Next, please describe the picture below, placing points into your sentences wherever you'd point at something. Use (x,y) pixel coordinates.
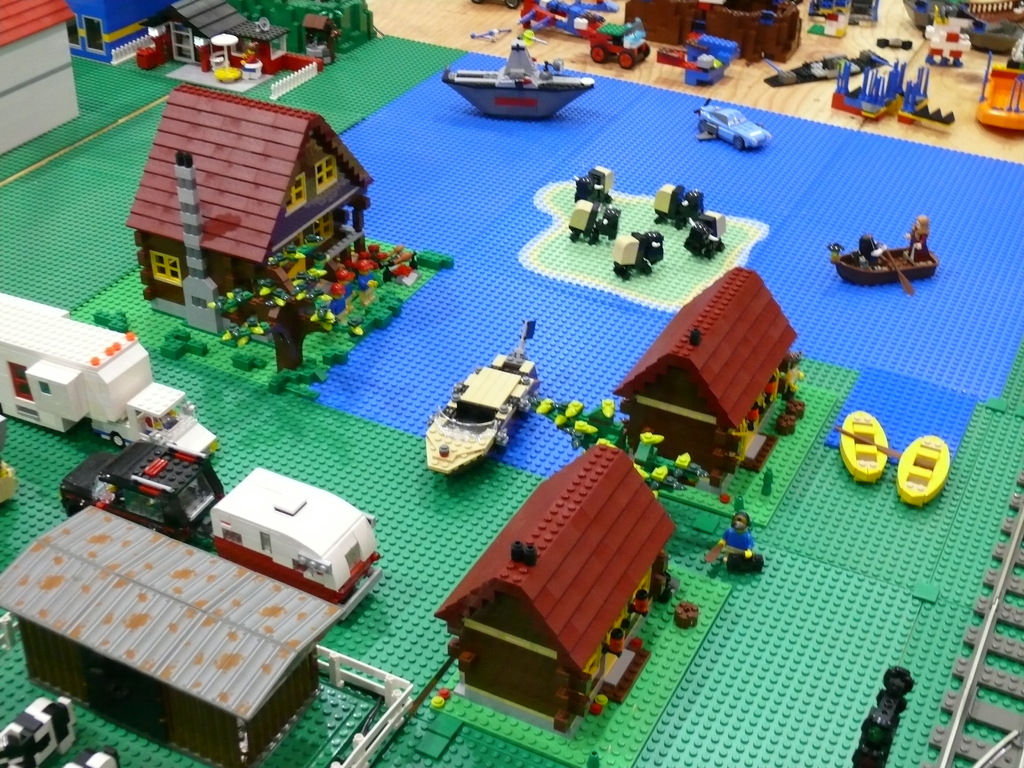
In this picture we can see the Lego (813,30) and in the center (670,376) we can see the houses (636,582), vehicles (345,566) and the group of persons (876,248) in the boat (887,276) and we can see the group of persons (349,262), boats (858,420), vehicles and many other objects (772,52).
